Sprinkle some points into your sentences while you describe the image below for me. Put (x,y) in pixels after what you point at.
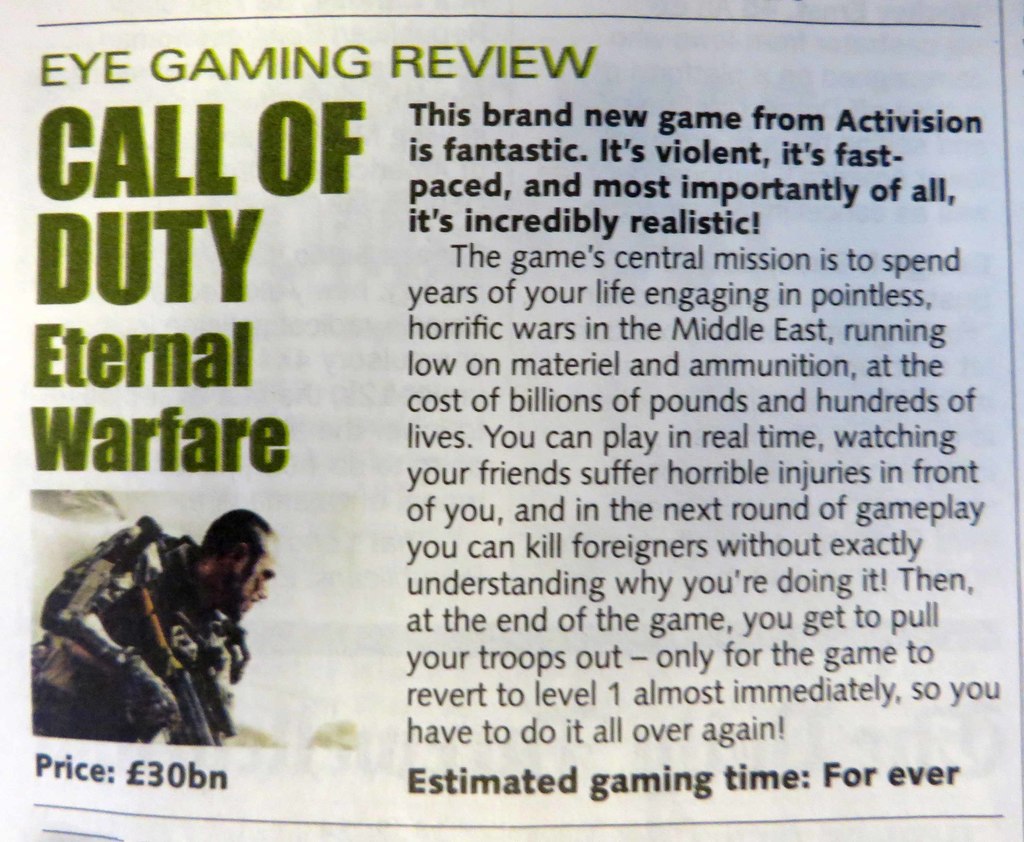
In this image there is an article (353,266) and a picture (215,540).
